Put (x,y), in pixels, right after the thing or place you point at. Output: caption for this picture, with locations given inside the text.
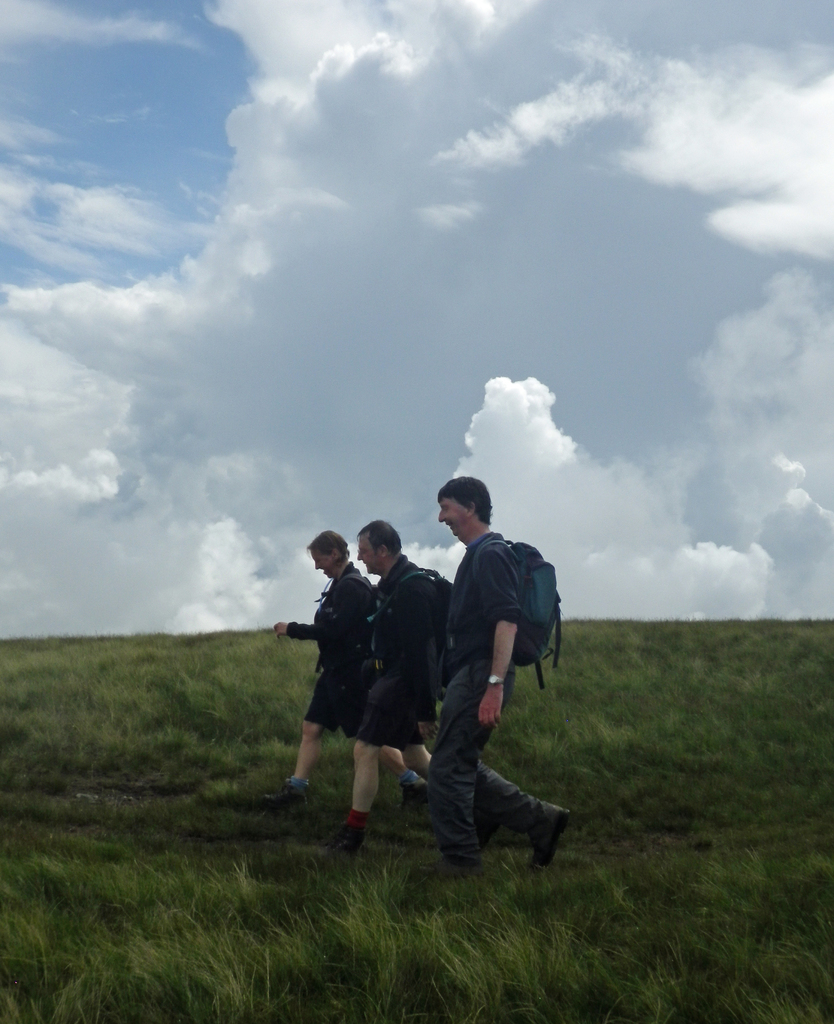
This picture is taken from outside of the city. In this image, in the middle (418,608), we can see three people (451,676) walking on the grass (272,729). In the background (271,302), we can see a sky (664,150) which is cloudy, at the bottom (621,909), we can see a grass (336,978).
